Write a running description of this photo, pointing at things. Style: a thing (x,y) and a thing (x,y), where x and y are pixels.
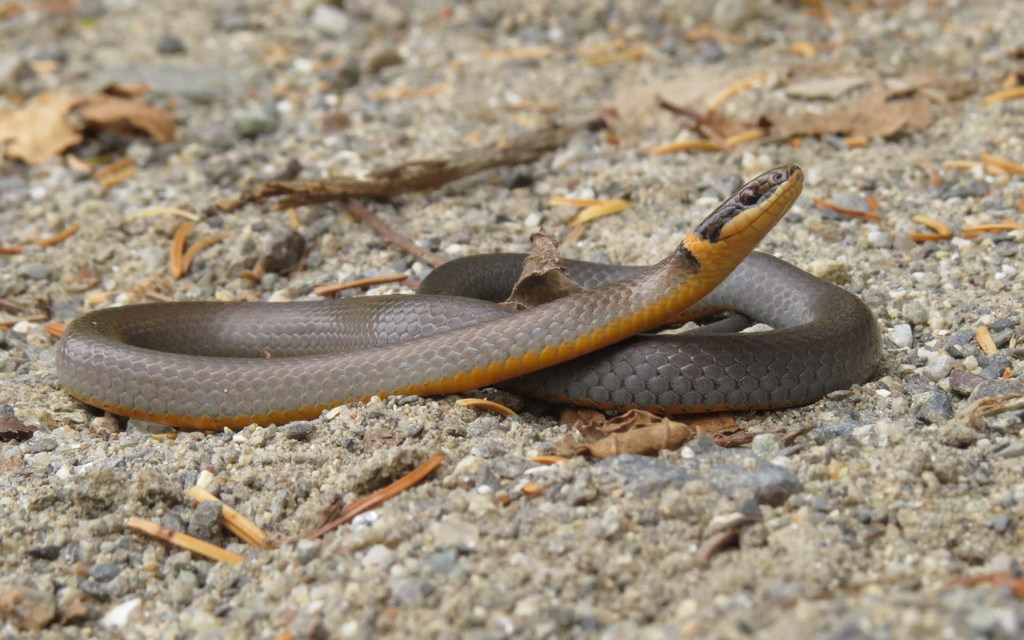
In this image we can see a snake (494,333) and some wooden object (399,172) on the land (491,526).
